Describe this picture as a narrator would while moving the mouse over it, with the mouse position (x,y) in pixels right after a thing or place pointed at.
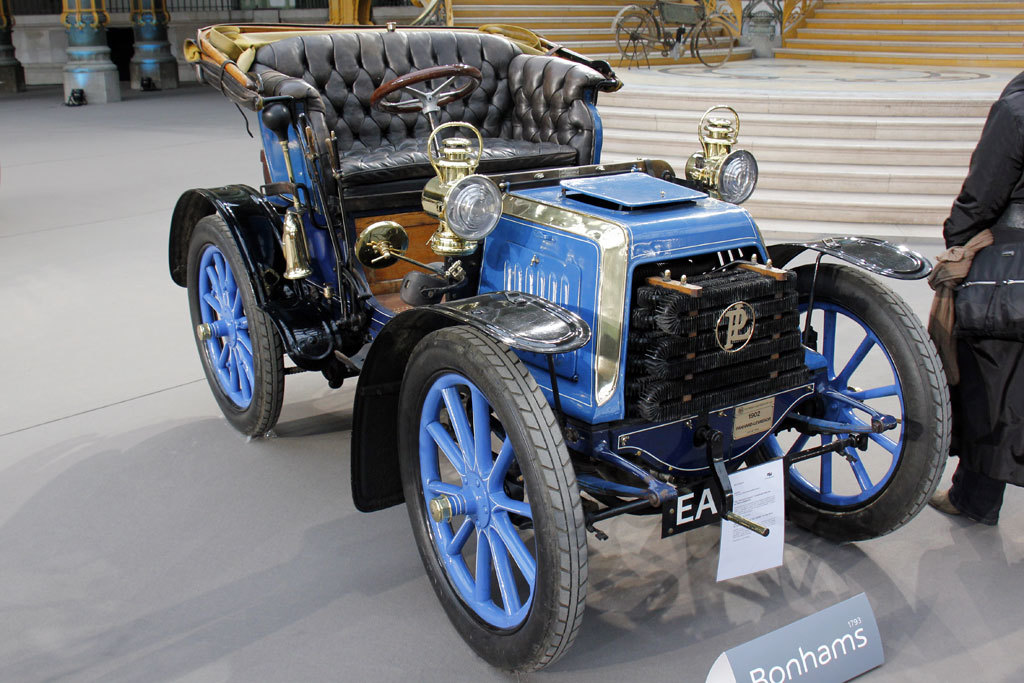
In this image we can see a vehicle (470,242) which is in blue color and there is a person (1008,99) standing beside the vehicle (911,254) and we can see a bicycle (694,40) in the background (643,28).
